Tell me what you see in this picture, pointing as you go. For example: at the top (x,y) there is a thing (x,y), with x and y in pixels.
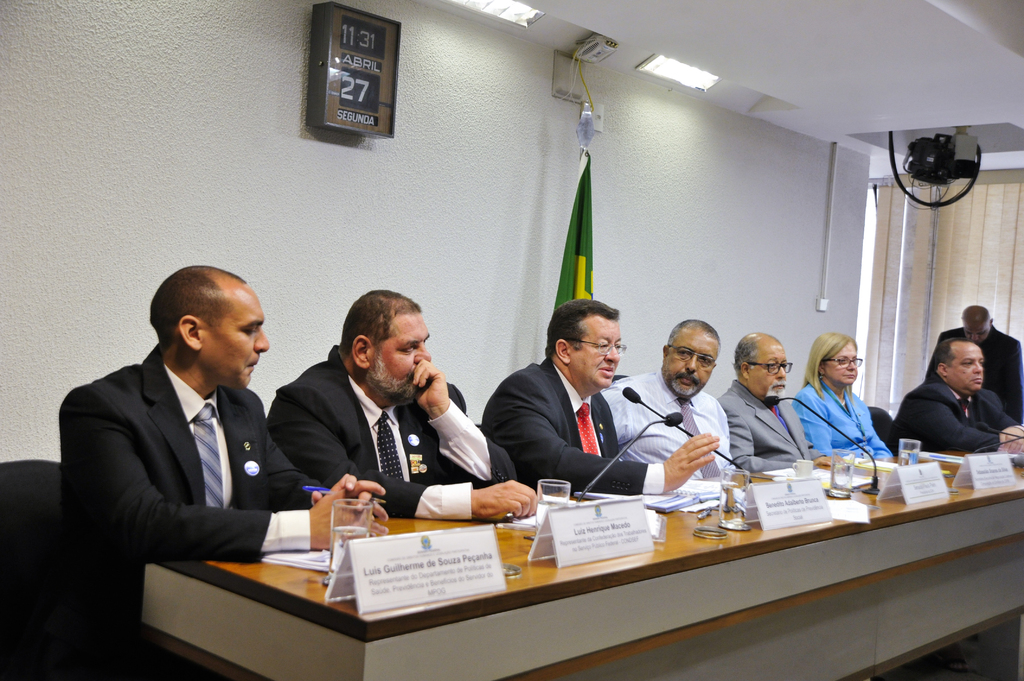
people (236,444) are seated on the chairs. in front of them there is a table (368,623) on which there are glasses (359,522), name plates (415,569) and microphones (672,424). behind them there is a wall (351,198), a clock (370,63) and a flag (584,235).
